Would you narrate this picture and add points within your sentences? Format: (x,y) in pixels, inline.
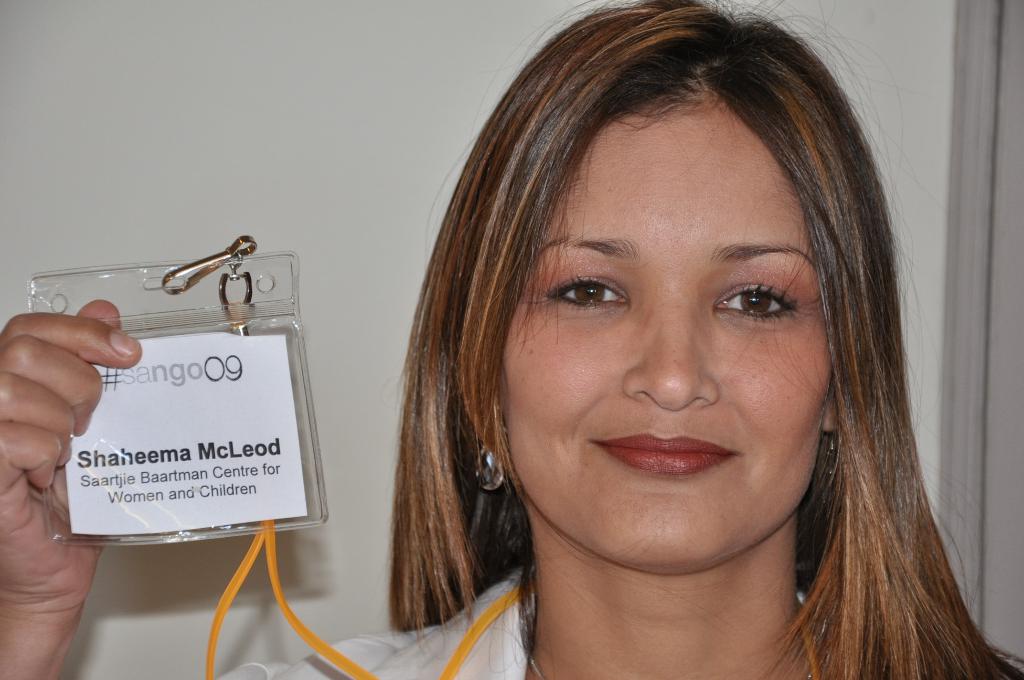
In the foreground of the image (477,417) there is a lady (606,593) holding a id card (202,404). In the background of the image (248,73) there is wall (200,91).
